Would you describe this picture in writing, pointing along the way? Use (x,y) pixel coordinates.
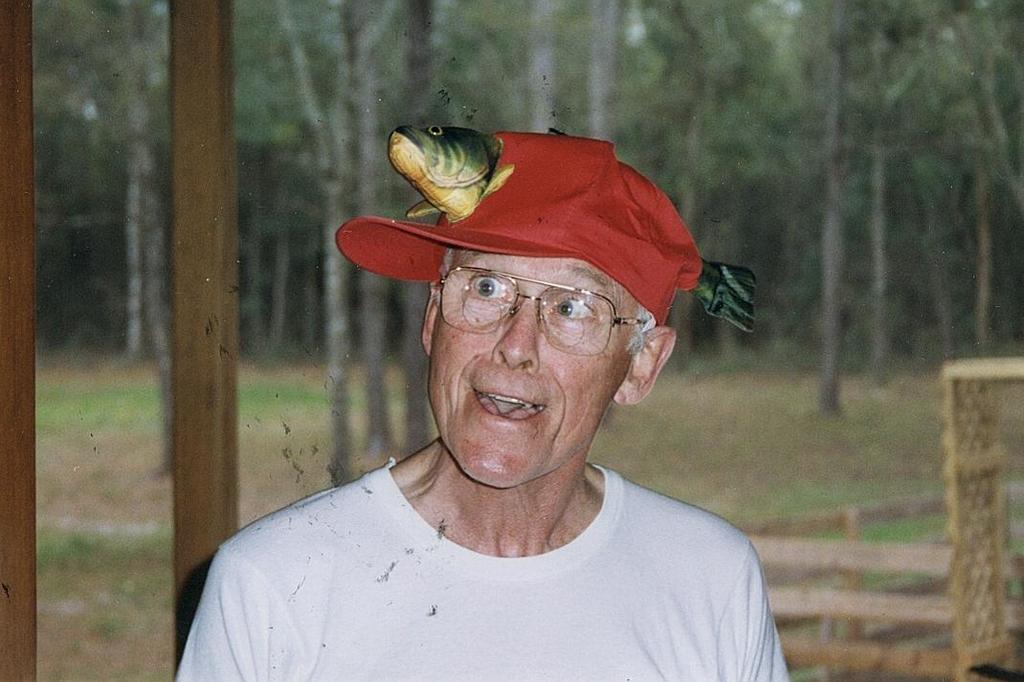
In this image, we can see a person (533,303) wearing a cap (465,199). We can also see trees (316,103) in the background (425,291).
